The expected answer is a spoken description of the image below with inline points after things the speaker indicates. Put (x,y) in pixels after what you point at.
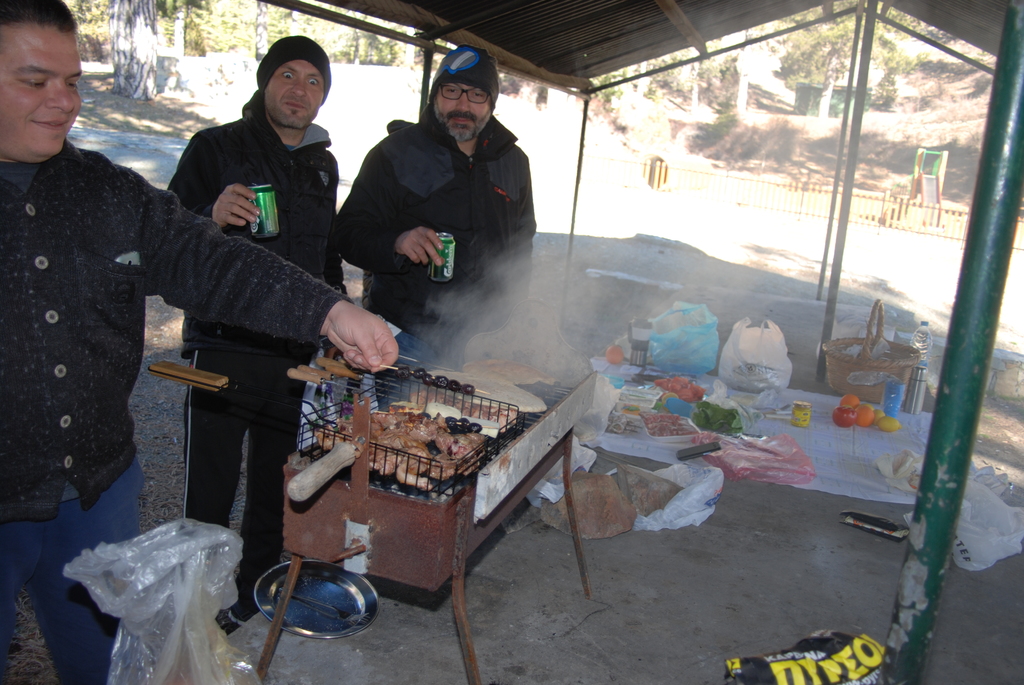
In this image I can see three people (442,204) standing and holding something. I can see few objects (764,349), basket (867,353), poles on the ground (797,631). In front (482,516) I can see a food (439,465) on the grill stove (420,529). Back I can see few trees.
